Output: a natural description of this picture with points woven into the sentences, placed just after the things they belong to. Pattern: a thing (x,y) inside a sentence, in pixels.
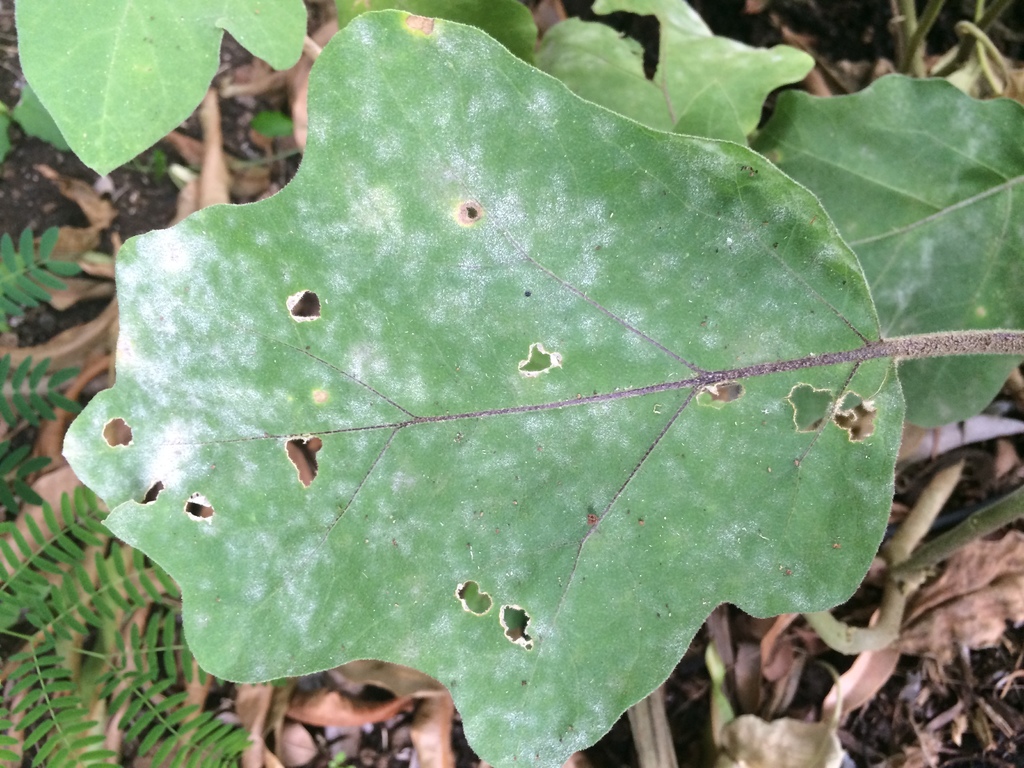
In this picture we can see few leaves (487,331).
